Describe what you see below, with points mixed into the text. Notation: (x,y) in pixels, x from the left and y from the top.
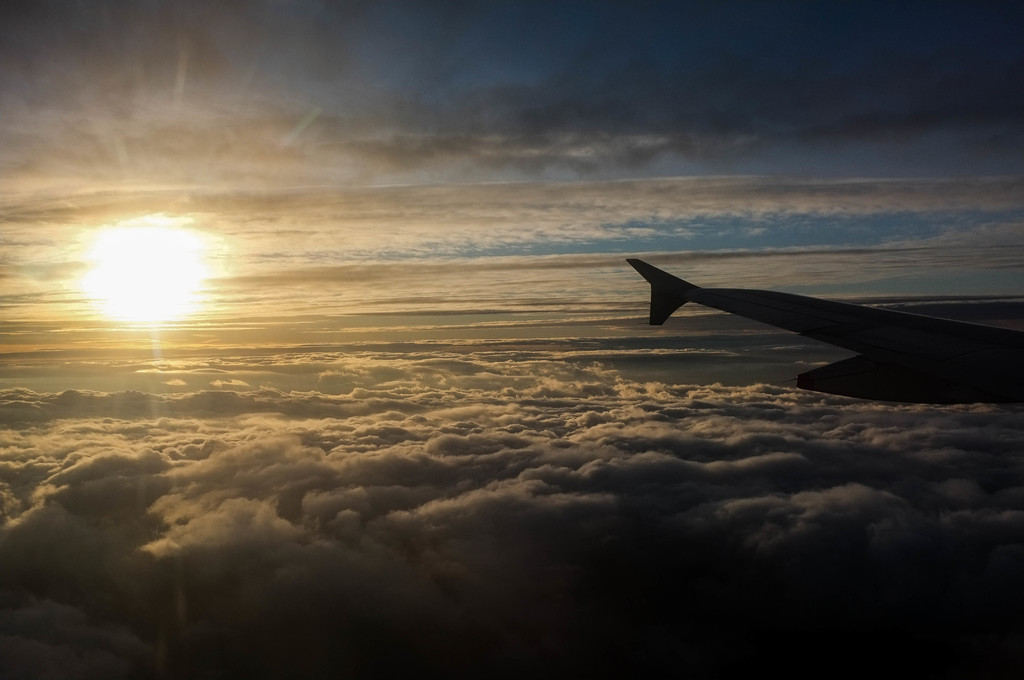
In this image there is an airplane (933,392) in the air (702,437). In the background of the image (516,452) there are clouds (344,458), sun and sky (407,69).
